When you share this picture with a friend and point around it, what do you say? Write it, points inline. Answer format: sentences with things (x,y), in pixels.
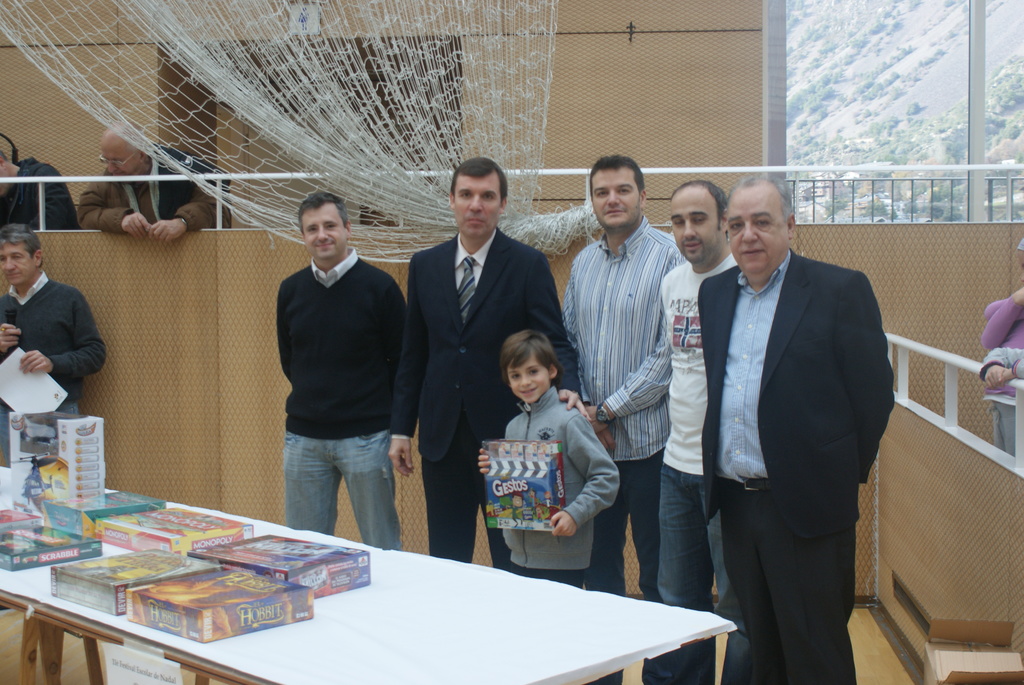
In this image there are group of people (630,426) standing behind the table (581,643). There are boxes (188,573) on the table (389,658). At the left (24,249) there is a person (20,266) holding microphone (12,325) and paper (49,395). At the back (227,94) there is a net (257,82) and at the right (935,65) there is a window (811,139), there are trees (894,150) behind the window (882,119).
